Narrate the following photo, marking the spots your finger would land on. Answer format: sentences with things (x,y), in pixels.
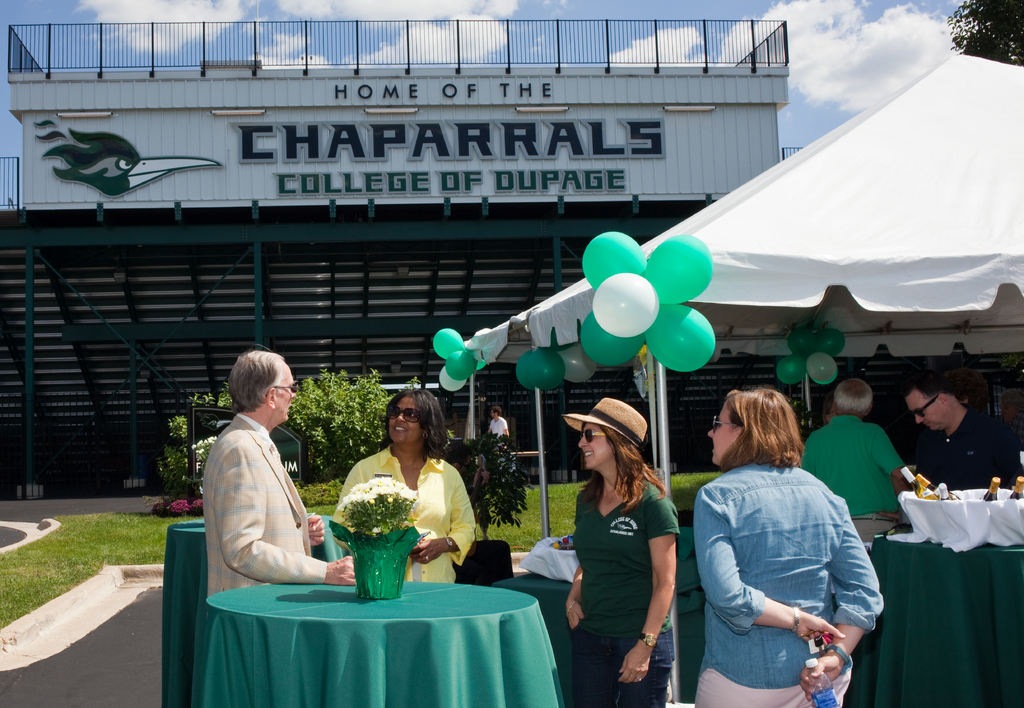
In this image it seems like there is a college (497,159) in the background (470,230) and in the foreground (276,575) there are people (608,564) standing near the table (204,629) and talking with each other and beside them there is a tent (880,190) to which there are different balloons (657,322) tied to the pole (662,414) of the tent (660,425), there is a flower vase (381,573) on the table (300,591).
